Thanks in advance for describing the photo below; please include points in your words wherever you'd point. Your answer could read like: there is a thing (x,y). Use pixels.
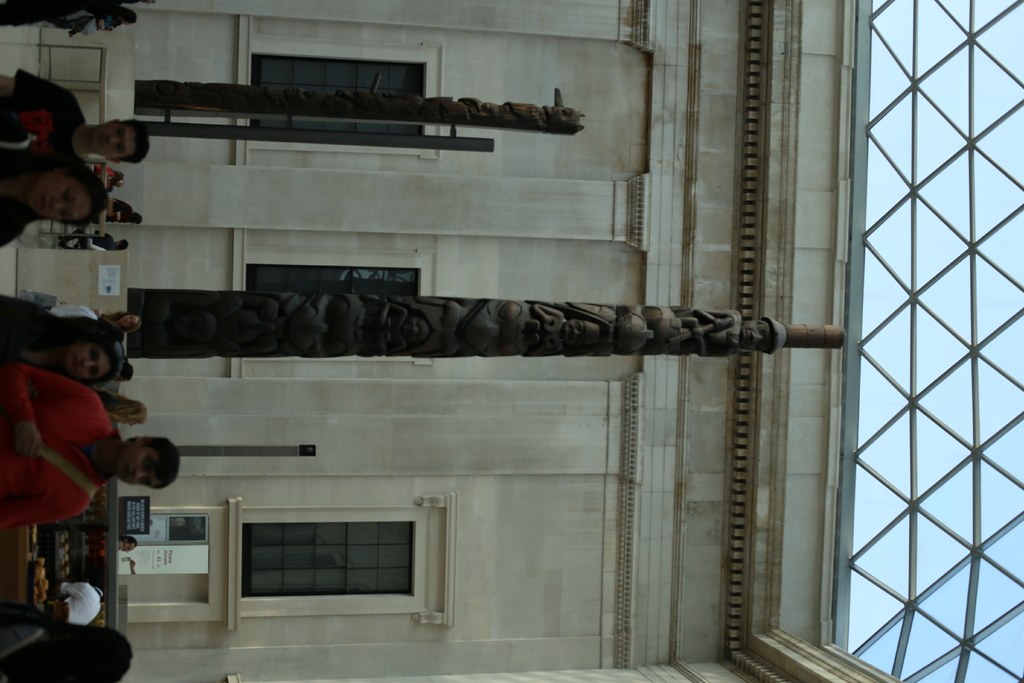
In this picture we can see some people (49,106) on the left side (65,315), in the background (460,463) there is a building (472,418), there are poles (483,349) in the middle (348,327), on the right side (972,398) there are some metal rods (970,70), we can see glass windows (276,537) of this building (324,535), we can also see a board (141,525) at the bottom (158,509).
